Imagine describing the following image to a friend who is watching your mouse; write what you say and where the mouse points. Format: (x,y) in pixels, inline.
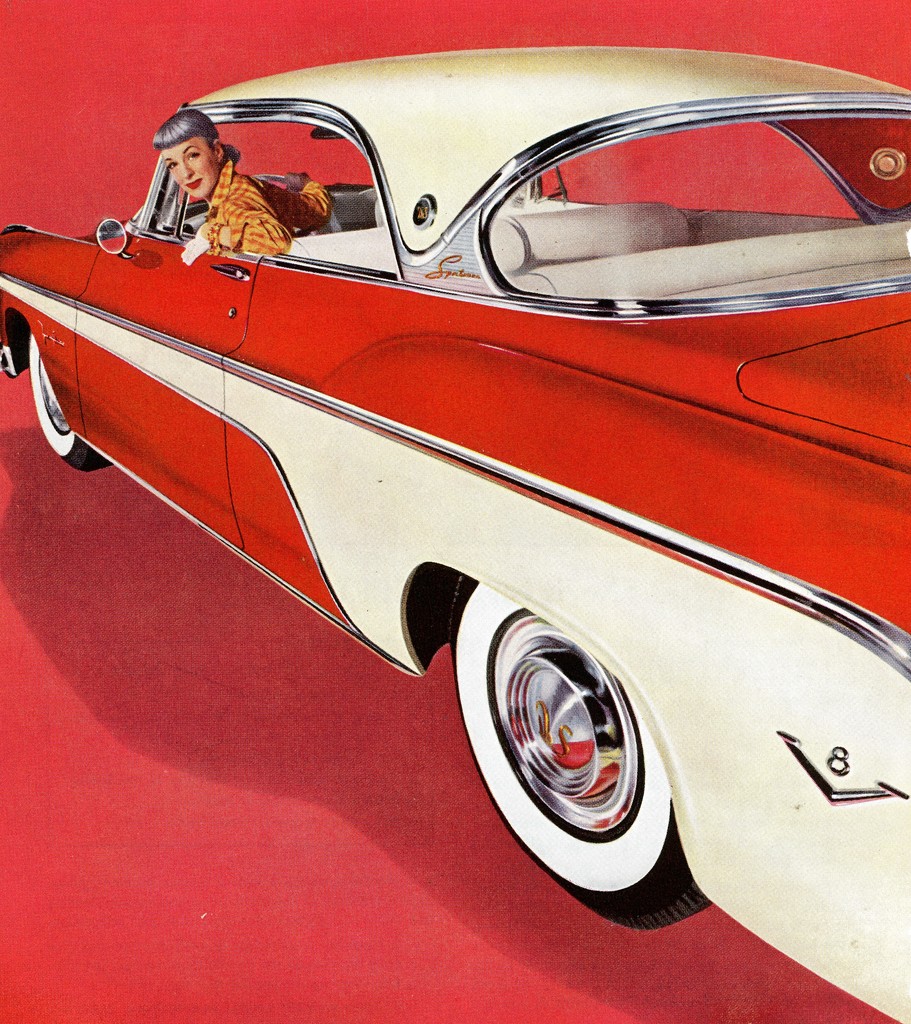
In the middle of the picture (547,426), we see a car (676,178) in red and white color. We see a woman (191,115) in the yellow dress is riding the car (188,104) and she is smiling. In the background (99,169), it is red in color and at the bottom (361,951), it is red in color.
